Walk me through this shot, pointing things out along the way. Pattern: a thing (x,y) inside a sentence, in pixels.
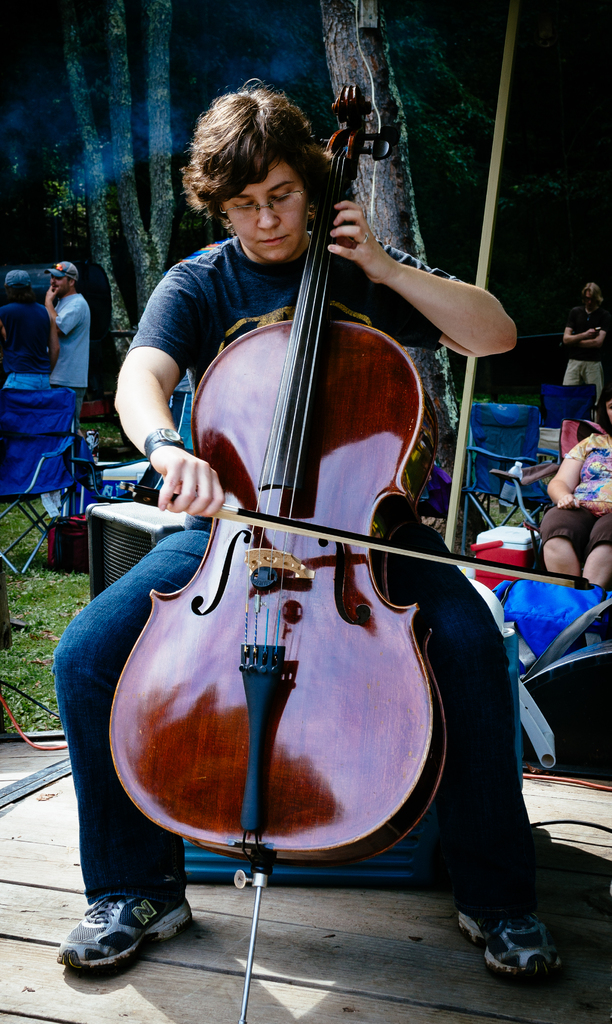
In this image, there are a few people (220,121). Among them, we can see a person (224,128) playing a musical instrument (168,616). We can see the ground (85,985) with some objects (148,544). We can see some grass (23,678). There are a few chairs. We can also see a red colored object (498,537). There are a few trees (448,155) and wires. We can see some wood (114,1018).
